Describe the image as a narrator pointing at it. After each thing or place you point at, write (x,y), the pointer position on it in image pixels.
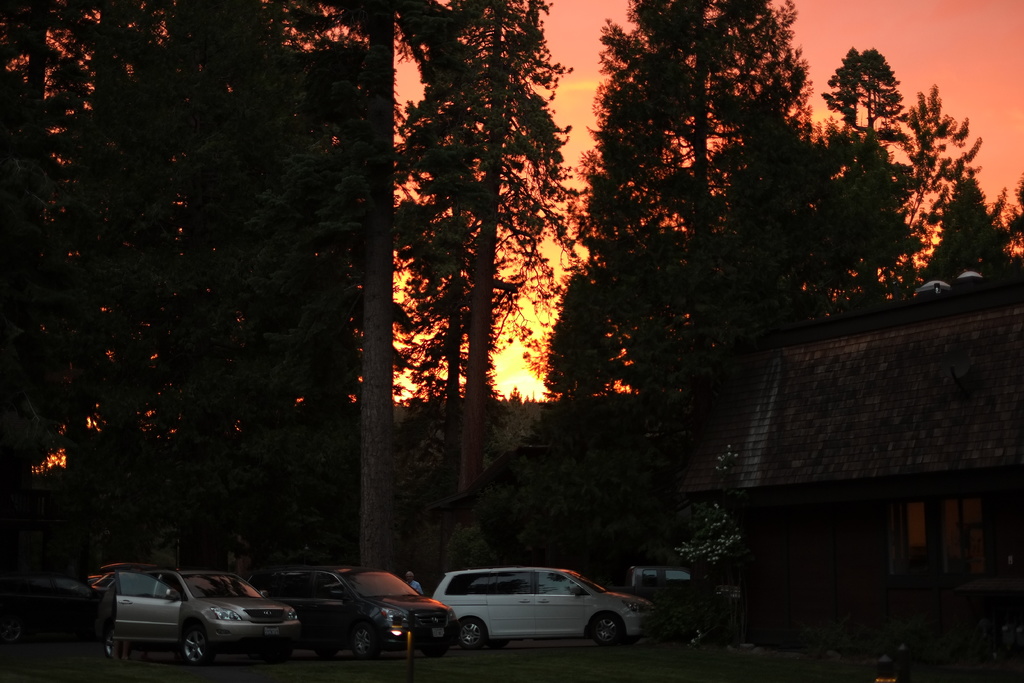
In this picture there are cars (533,594) at the bottom side of the image (339,625) and there is a house (891,405) on the right side of the image (1008,409) and there are trees (443,196) in the background area of the image (558,238), it seems to be there is a man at the bottom side of the image (415,582).
